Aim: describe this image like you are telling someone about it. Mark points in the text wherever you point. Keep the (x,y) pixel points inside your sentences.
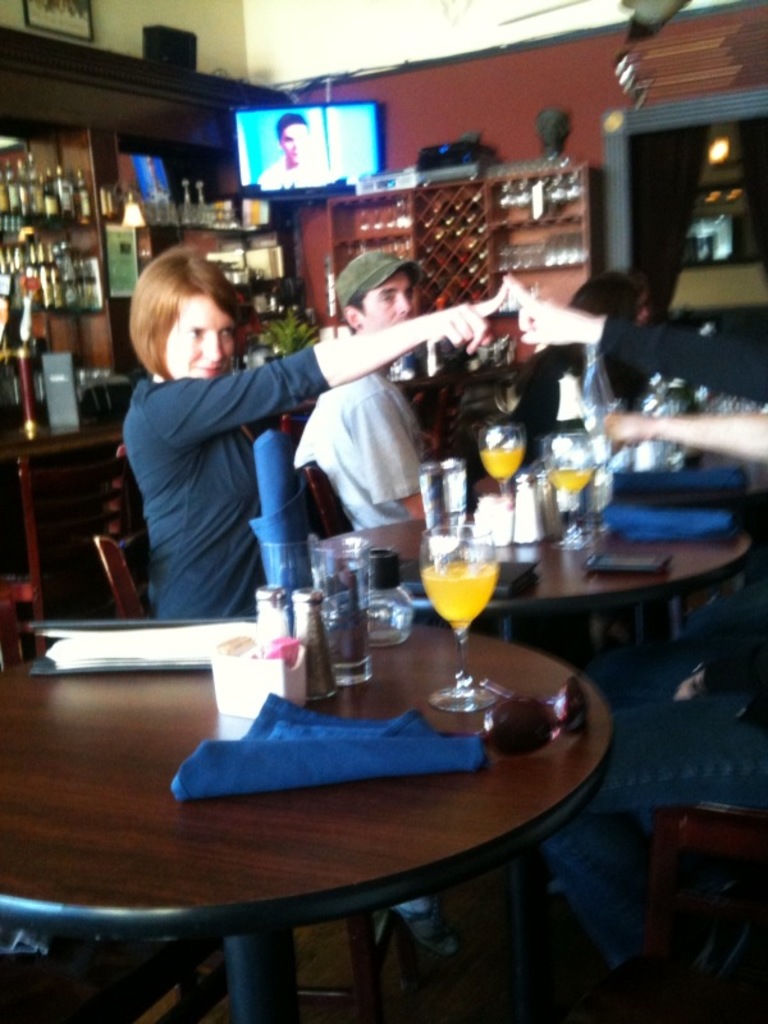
In this image I see 3 persons (164,437) who are sitting and there are tables (709,571) in front (15,868). I can also see there are few things (338,559) on it. In the background (452,203) there is a rack (413,224) in which there are lot of bottles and there is a T. V (364,121). over here.
